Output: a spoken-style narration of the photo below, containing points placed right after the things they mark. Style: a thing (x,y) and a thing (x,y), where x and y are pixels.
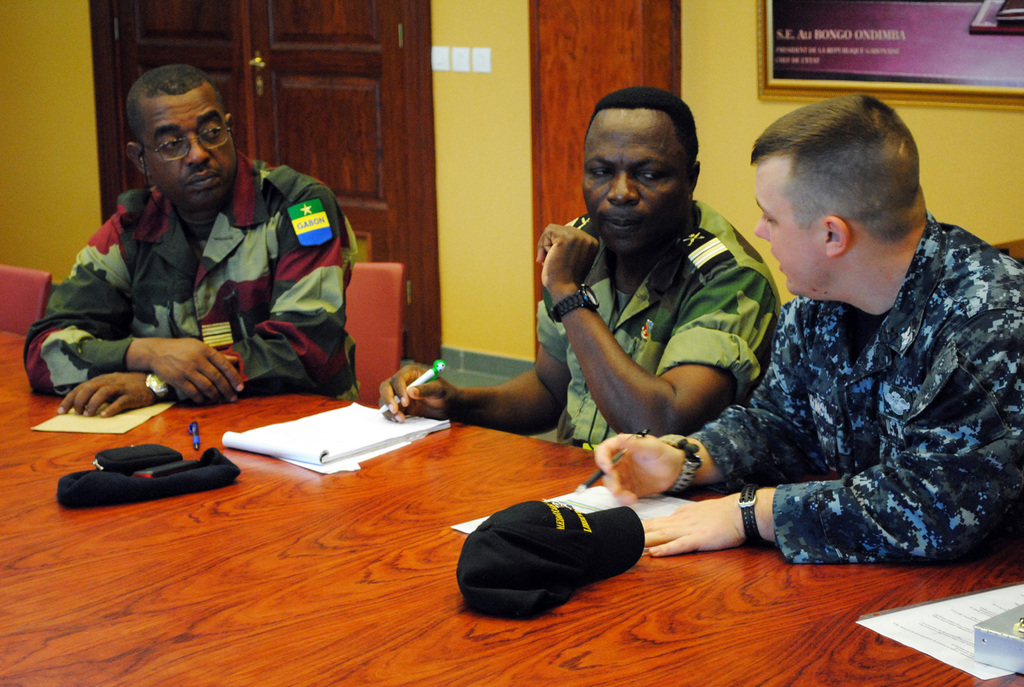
In this picture we can see there are three people (602,362) sitting on chairs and two people (554,336) holding the pens (429,378). In front of the people (63,300) there is a table (574,627) and on the table (183,590) there is a cap (538,591), papers (950,622), pen (190,432), book (321,451) and some objects (175,469). Behind the people (687,113) there is a wall (500,300) with photo frames (858,82), switches (486,56) and a wooden door (279,55).
